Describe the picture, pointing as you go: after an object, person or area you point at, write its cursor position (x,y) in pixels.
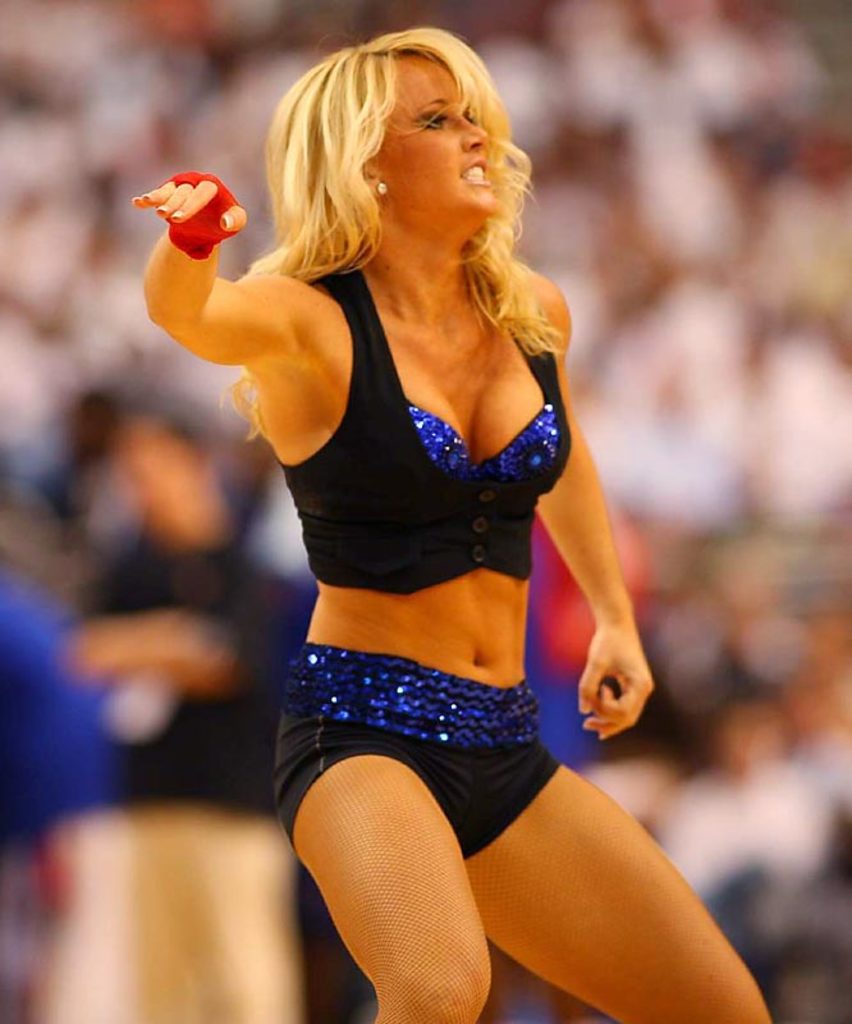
In the center of the image (413,469) we can see women (611,976). In the background (245,503) there is crowd (208,167).
